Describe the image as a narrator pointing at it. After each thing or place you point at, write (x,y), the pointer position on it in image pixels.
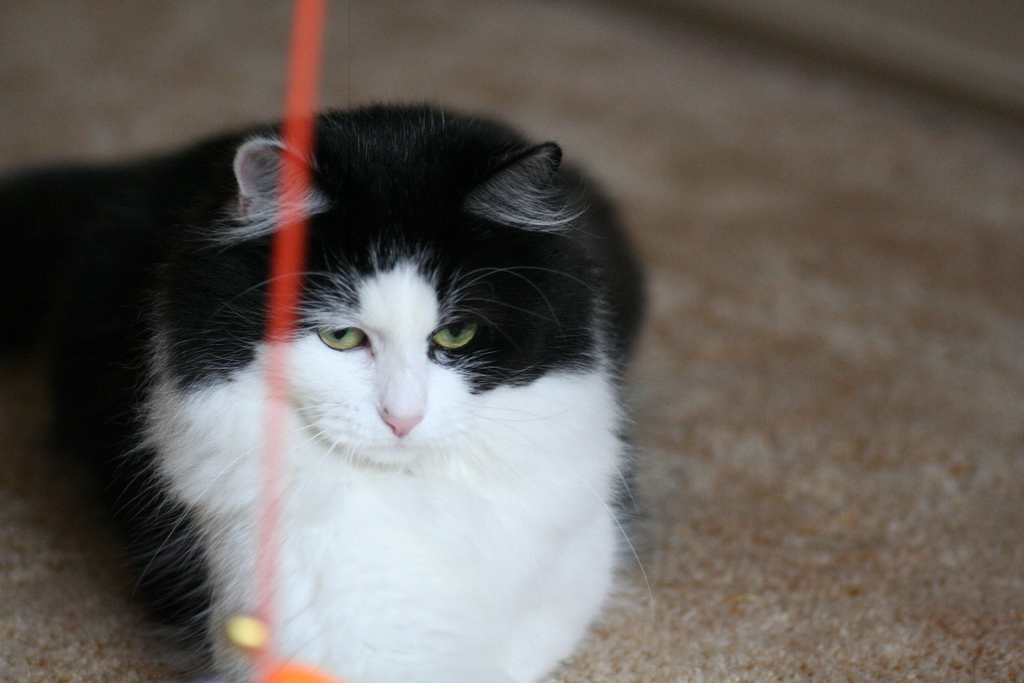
In this picture I can see a red color thing (314,45) in front (309,91), which is blurred and behind it I can see a cat (134,251), which is of black and white in color and I see the brown color surface (648,131) which is a bit blurred.
